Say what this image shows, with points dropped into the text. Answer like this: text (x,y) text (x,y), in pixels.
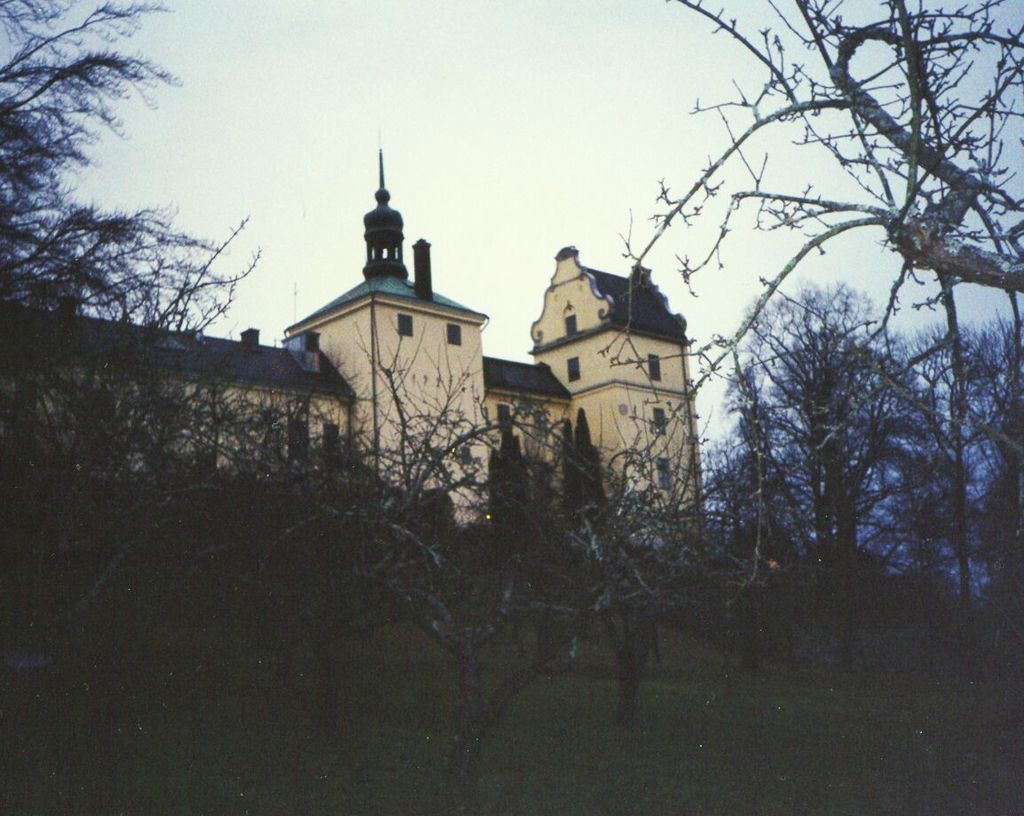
In this image we can see a building (359,367), there are some windows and trees (424,471), in the background (456,174) we can see the sky (509,149).
